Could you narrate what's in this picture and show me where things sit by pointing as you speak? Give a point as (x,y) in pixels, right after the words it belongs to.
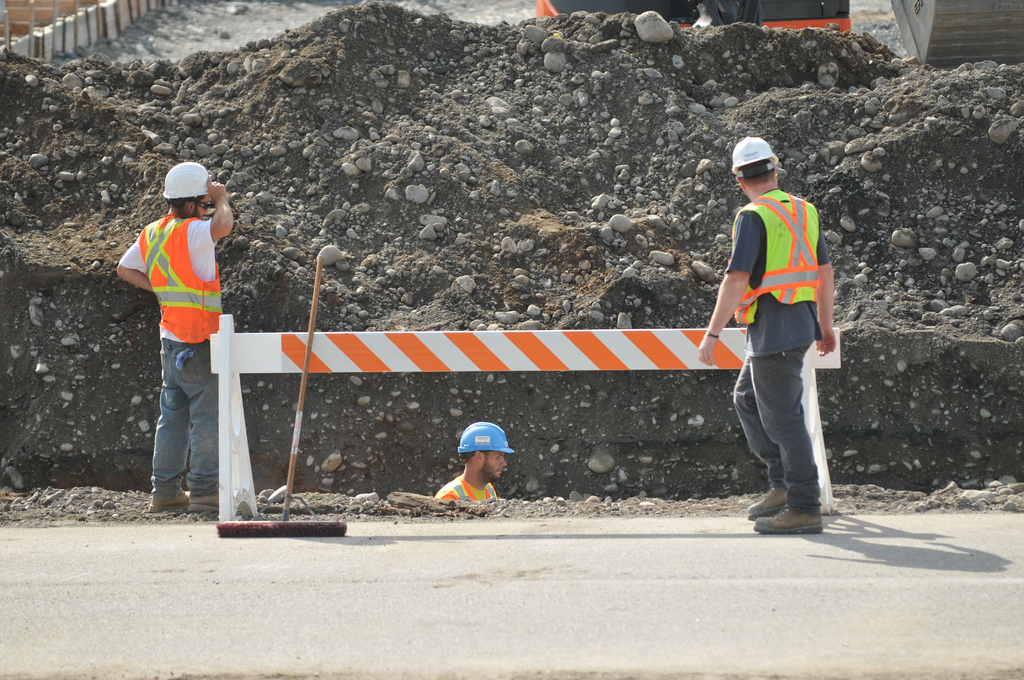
In this image there are people (769,510) standing on a road (377,571) and a person (466,476) digging soil (397,466), in the background (490,380) there is soil (584,187), stones (377,173) and there is a caution board (606,352).
